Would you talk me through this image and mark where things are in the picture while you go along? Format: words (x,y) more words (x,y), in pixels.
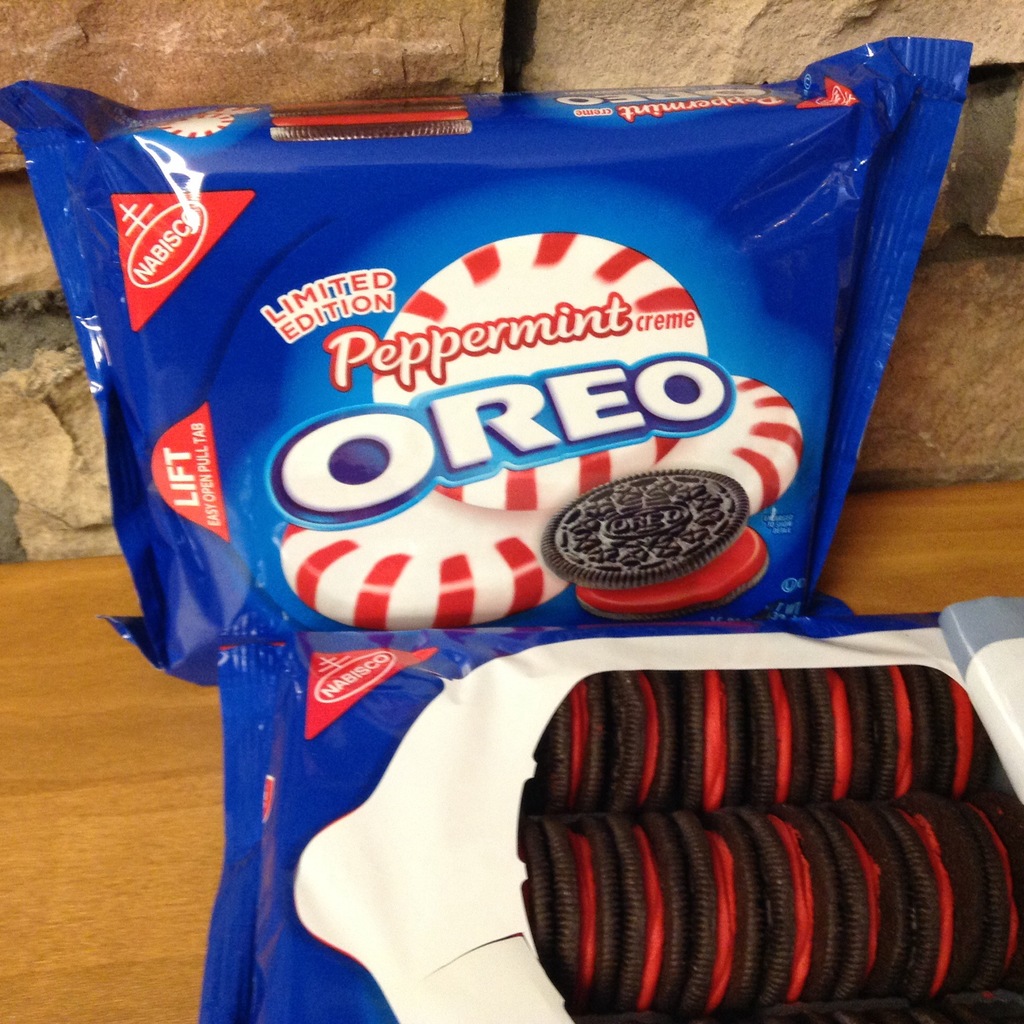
In the image we can see the food items (714,723), wrapped in the cover (634,641). Here we can see the wooden surface (91,832) and the stone wall (422,25).
